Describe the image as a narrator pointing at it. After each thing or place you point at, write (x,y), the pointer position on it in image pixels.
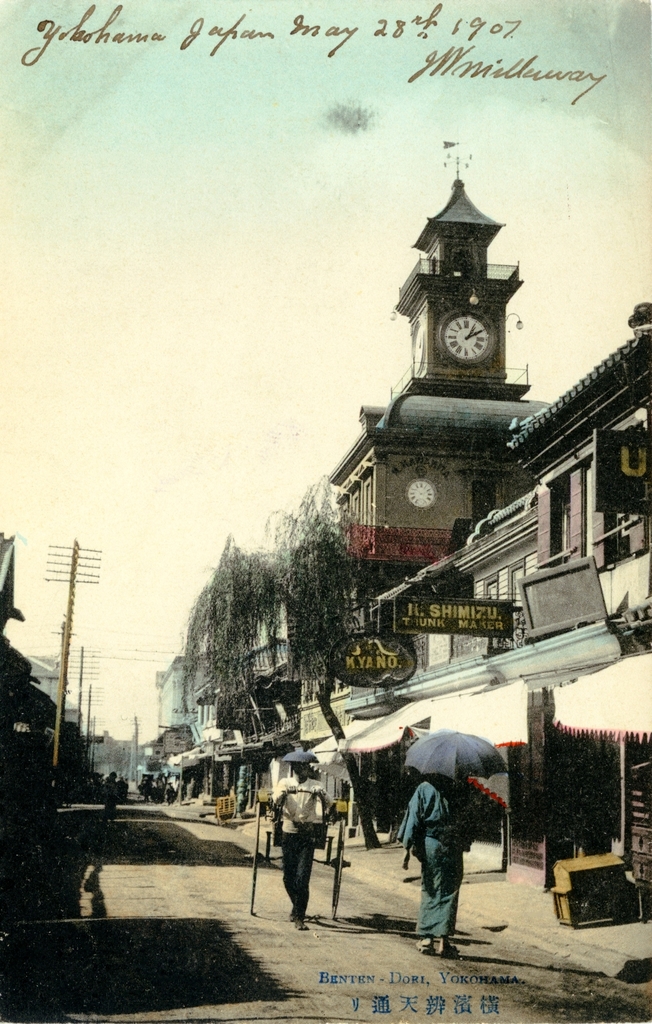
In this image we can see the buildings (226,779), electrical poles (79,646), wires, clock (448,336), tree (348,584) and also a person (450,799) holding the umbrella (450,763) and walking on the road (379,881). We can also see a person (316,802) with the cart vehicle (333,863). In the background (87,638) we can see the sky (200,251). We can also see the text (527,67) at the top (540,57) and at the bottom (490,1002).
